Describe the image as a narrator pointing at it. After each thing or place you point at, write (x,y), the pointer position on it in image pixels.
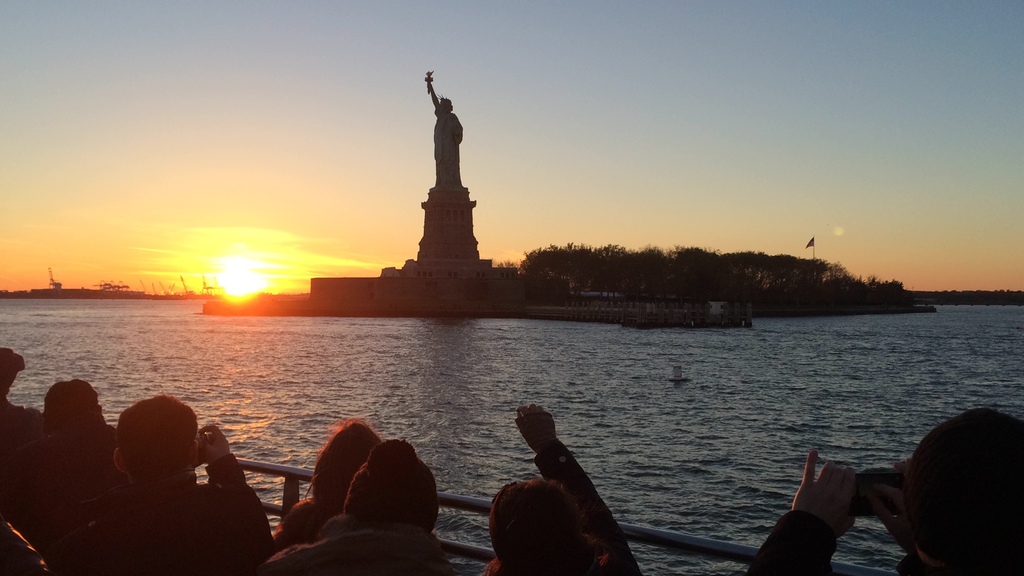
In this image there is a sea (616,377). At the bottom (209,549) there are a few people (318,531) looking at the statue (443,154), which is placed in the middle of the water (422,336) and also there are some trees (689,268). Some are holding cameras (859,482) in the hands (213,442) and taking the pictures of the statue (444,128). At the top of the image (169,68) I can see in the sky (188,124) along with the sun (237,280).
